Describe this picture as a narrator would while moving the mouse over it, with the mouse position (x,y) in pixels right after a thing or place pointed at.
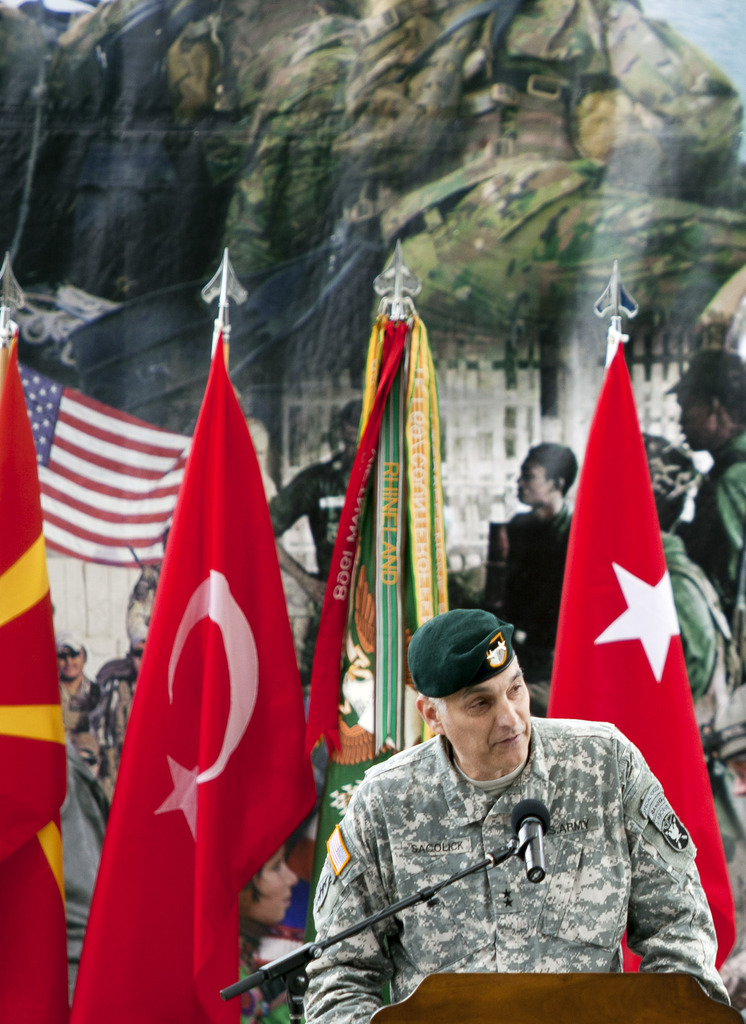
In this image we can see an army man (571,759) standing in front of the podium (561,979). We can also see the mike (470,871). In the background (235,677) we can see different flags (376,469) and there is a poster (565,39) with army people (505,556).
